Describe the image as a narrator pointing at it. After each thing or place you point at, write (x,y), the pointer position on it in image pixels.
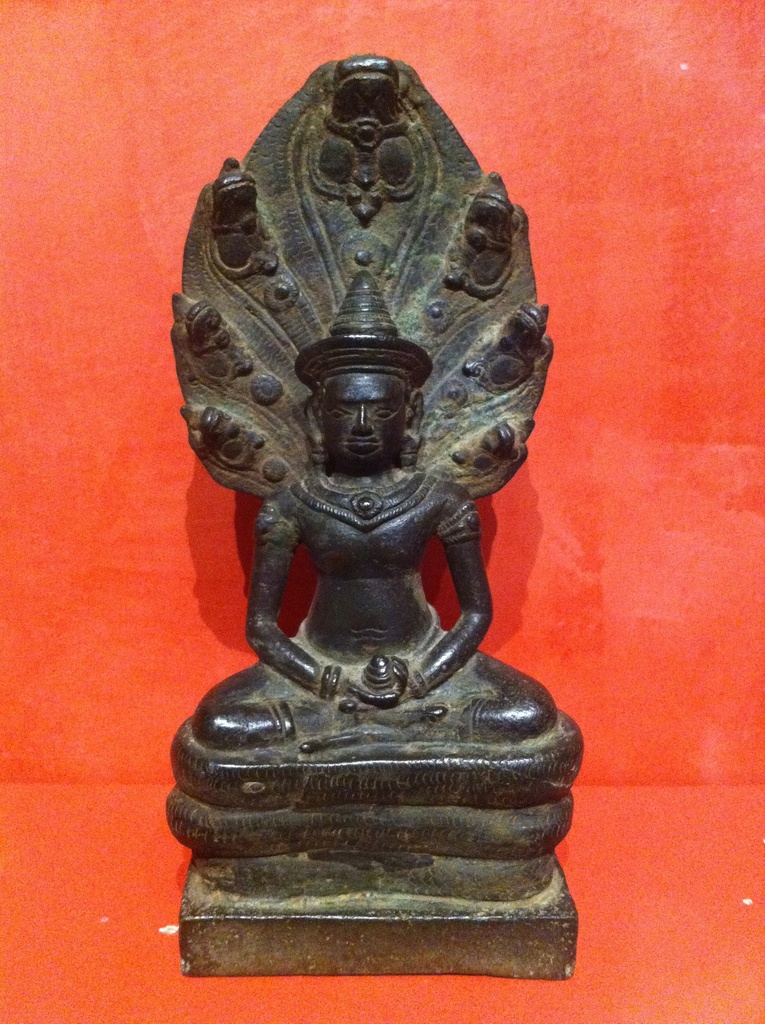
As we can see in the image there is a wall (694,271) and black color statue (374,525).
